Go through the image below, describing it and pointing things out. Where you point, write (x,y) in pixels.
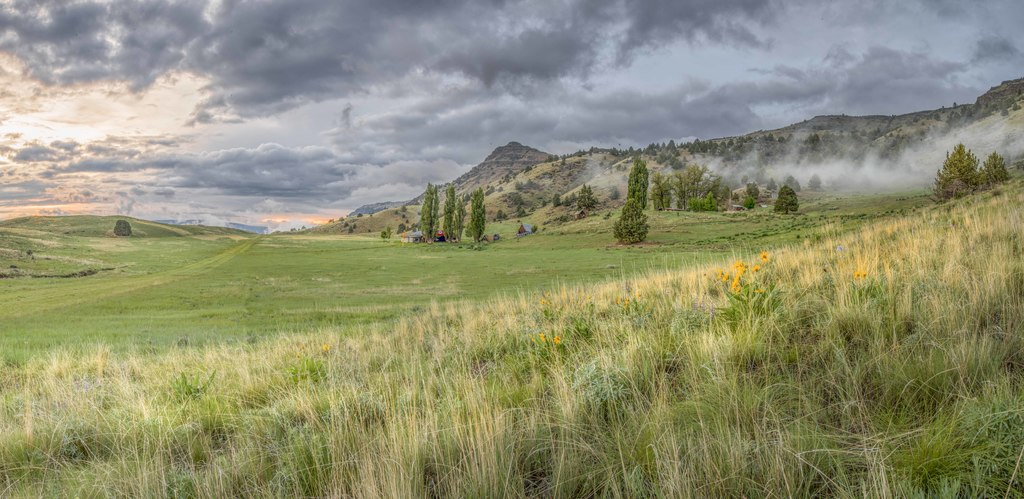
In the background of the image (560,206) there are mountains (586,162). There are trees (628,197). There is grass (282,284). At the top of the image (584,42) there is sky (275,46) and clouds (476,64).
